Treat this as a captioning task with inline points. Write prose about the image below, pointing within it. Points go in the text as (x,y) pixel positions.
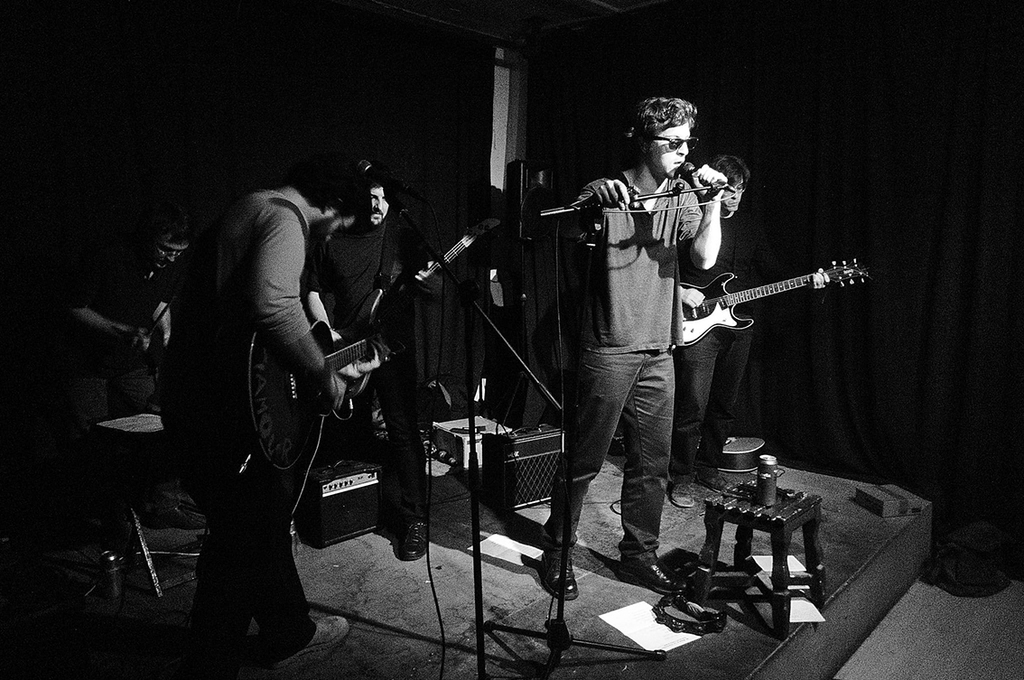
In this image there are few people (659,354) in it. The man (633,234) standing in the middle (644,374) is holding a mic (687,173) in his hand (708,175) and singing while the man (733,258) beside him is playing the guitar (700,308). The man (247,213) to the left side (194,376) is also playing the guitar (312,376) with his hand (342,385). The man (351,286) at the background (351,286) is also holding the guitar (372,320). At the bottom (786,596) there is a stool (780,607) and a bottle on it.
